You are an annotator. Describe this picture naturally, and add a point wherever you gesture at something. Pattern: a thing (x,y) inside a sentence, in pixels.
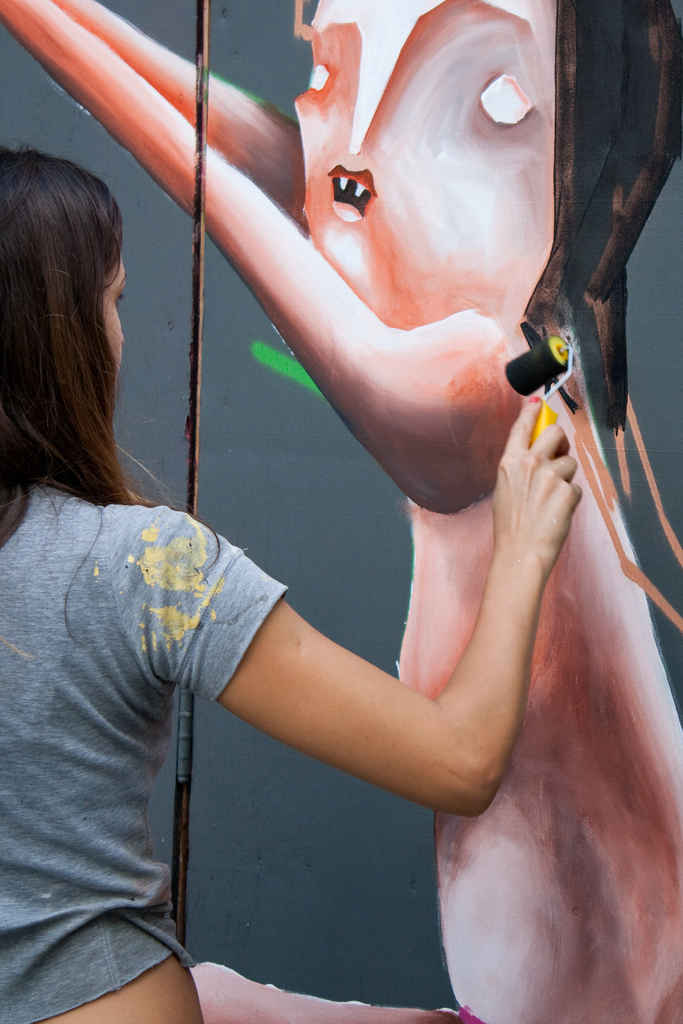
In this image I can see a person (60,624) standing and holding a paint roller (536,373). There is a painted wall (359,459).
